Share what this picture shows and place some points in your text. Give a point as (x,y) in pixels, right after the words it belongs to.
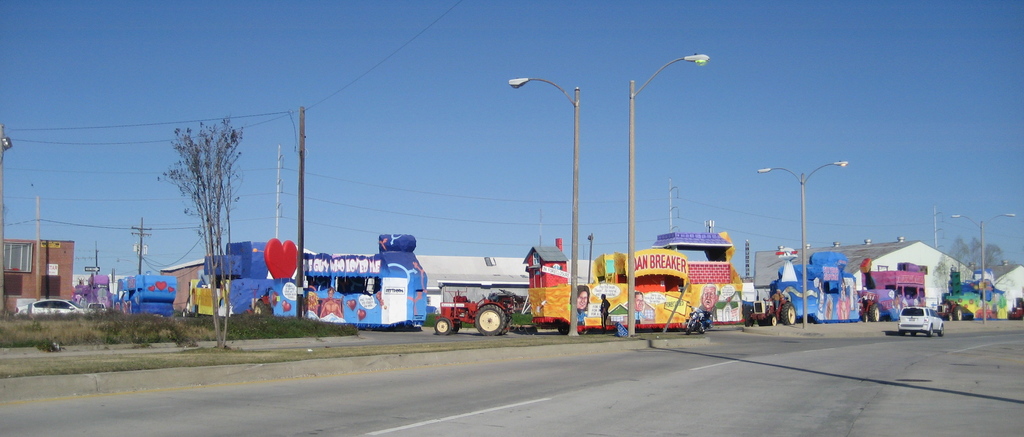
In this image there are vehicles (986,282) on the road (607,369). There are street lights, trees (225,291), current poles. In the background of the image (198,256) there are buildings (21,283) and sky (421,48).
